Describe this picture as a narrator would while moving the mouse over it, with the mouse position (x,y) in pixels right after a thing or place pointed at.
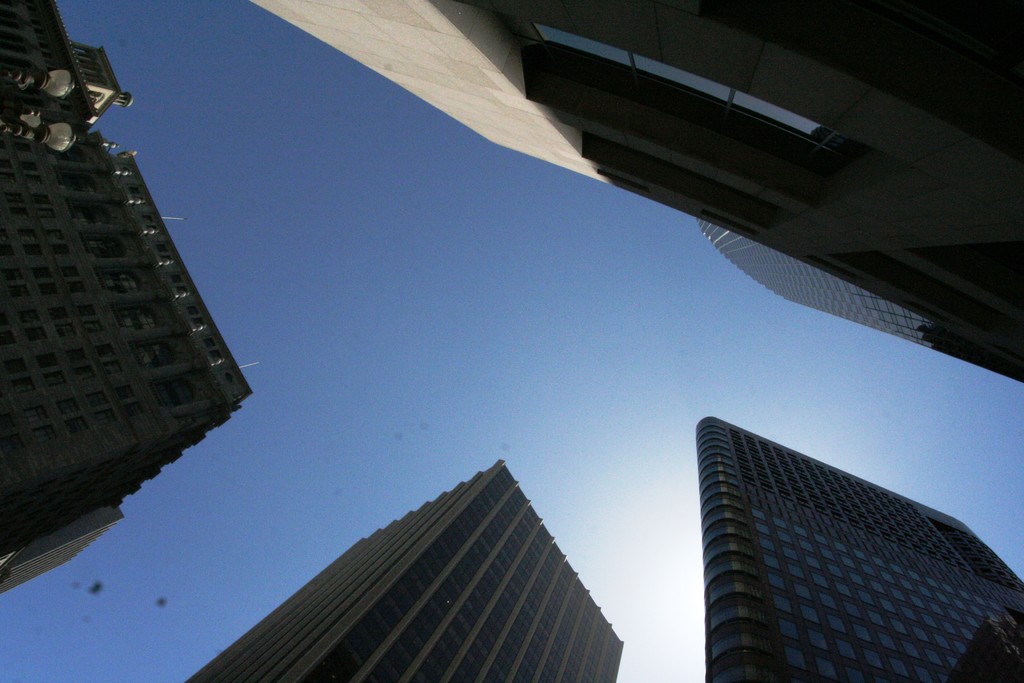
This is the picture of place from the bottom in which we can see some buildings (29,45) to which there are some glass windows (78,204) and also we can see some lamps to the side.
